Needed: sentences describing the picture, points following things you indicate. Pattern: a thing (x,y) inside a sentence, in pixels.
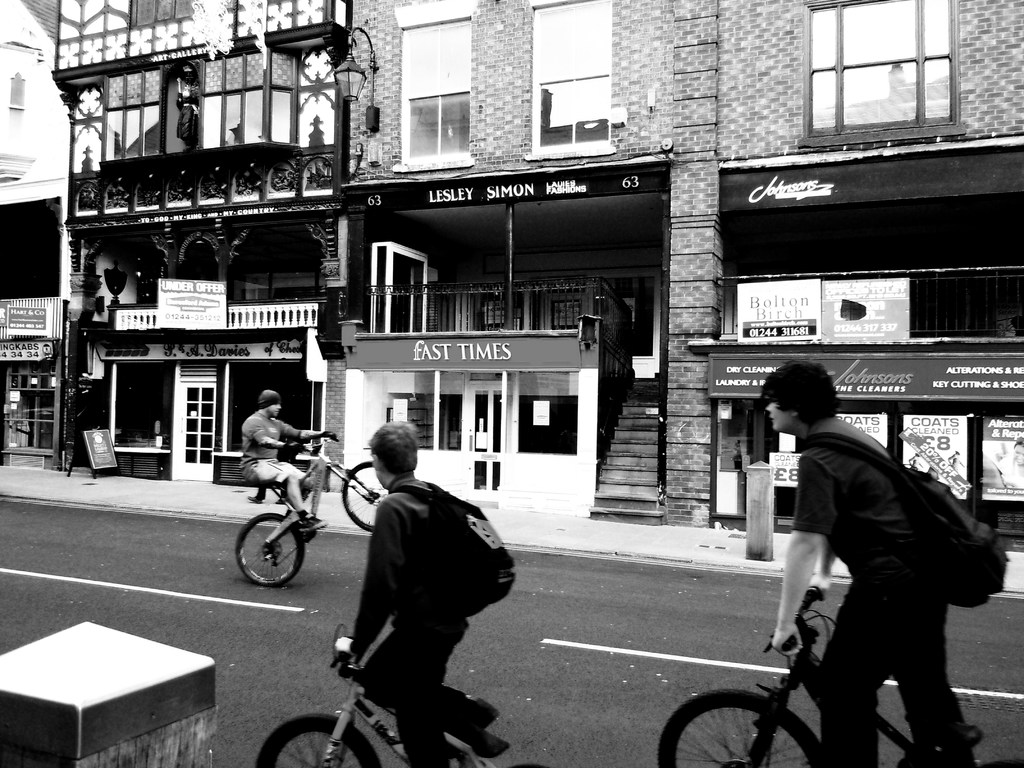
There are three persons (385,534) riding bicycles (301,546). In the front (459,558) two persons (445,534) are wearing bags (934,545). And these are on the road (160,576). In the background (222,308) there are buildings (591,174), windows (568,110), steps (614,445), doors (492,422), banners (183,312) and posters (105,443).
